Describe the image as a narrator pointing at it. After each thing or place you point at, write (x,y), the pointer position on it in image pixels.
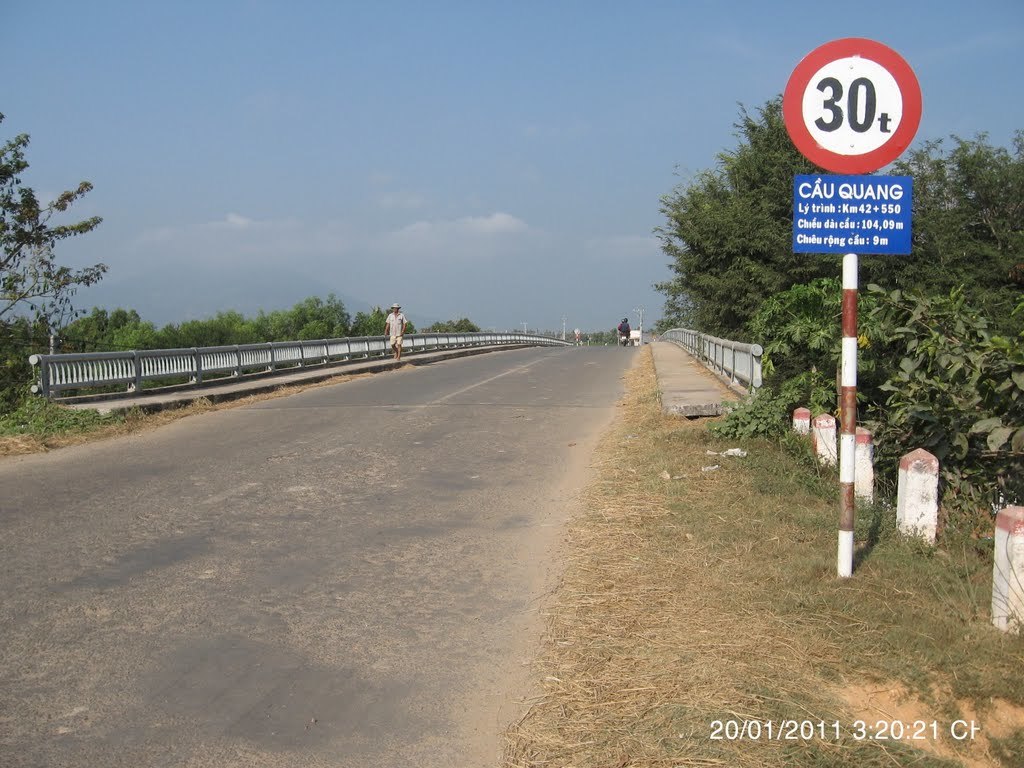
In this picture we can see a person (401,341) wearing a hat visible on the path (433,355). We can see some grass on the ground (635,361). There are a few objects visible on the right side (825,416). We can see some text (853,189) and numbers (832,96) on the boards (844,220) visible on the poles (855,392). There are plants (15,383), trees (361,326) and some fencing (118,355) is visible on both sides of the path (178,596). Sky (421,229) is blue in color.
